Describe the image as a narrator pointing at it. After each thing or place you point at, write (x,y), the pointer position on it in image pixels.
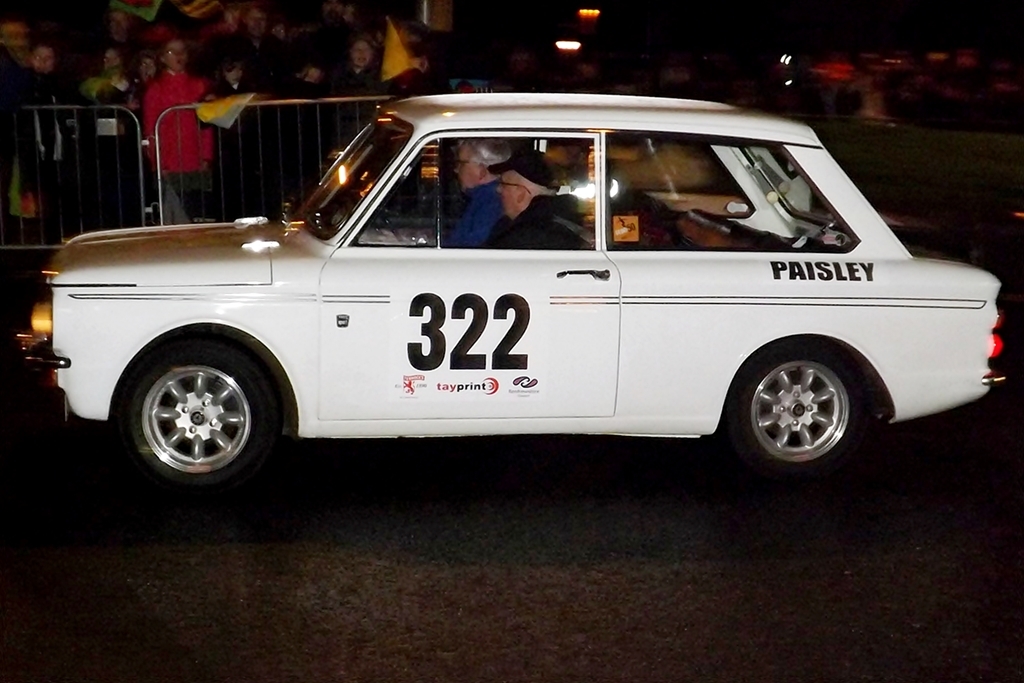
In this picture we can see a car (985,334) on which it is written as 322 tayprint and on the right side (817,272) it is written as paisley. The car (825,254) is white in color and also there are some group of people (521,55) and in the car (601,243) there are two people (542,206) sitting in which the one has black color hat (530,170) and spectacles (517,184) and the other has grey hair (477,157).
